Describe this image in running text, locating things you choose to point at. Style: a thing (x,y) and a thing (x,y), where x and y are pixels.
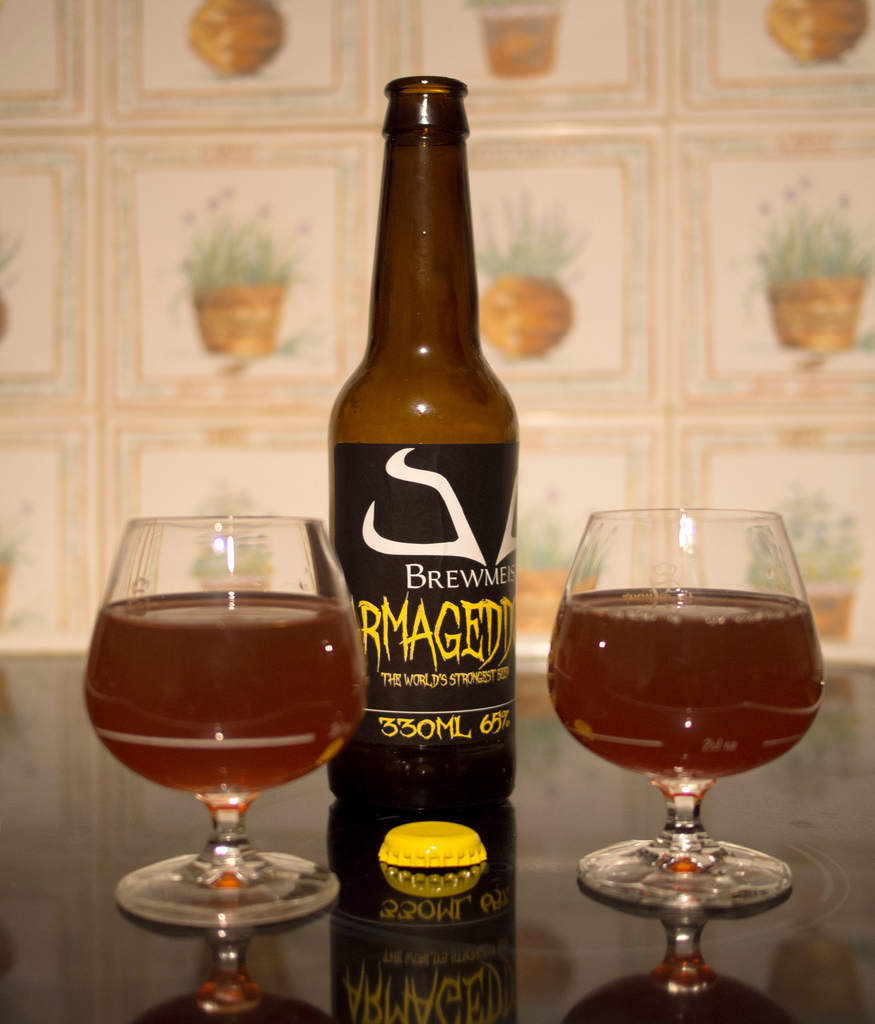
this picture shows a beer bottle (339,549) and we see two glasses (229,523) on the table (22,974).
